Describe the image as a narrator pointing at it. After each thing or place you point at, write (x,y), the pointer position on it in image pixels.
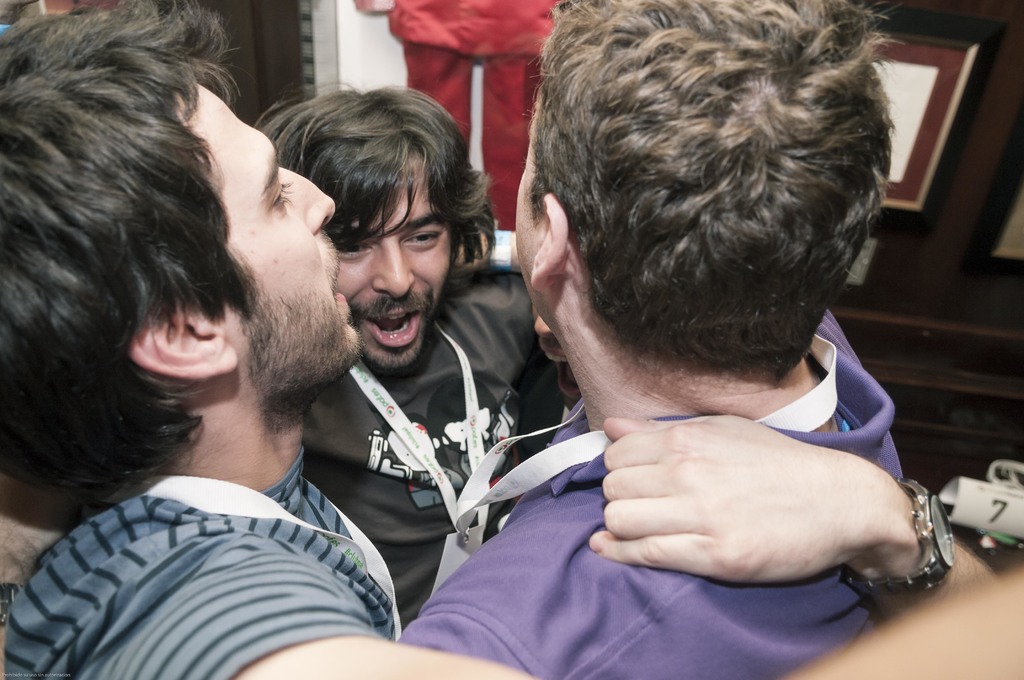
In this picture, we see three men (339,420) are standing and they are wearing the ID cards (235,498). The man (324,429) in the black T-shirt (382,422) is trying to talk something. Behind him, we see the clothes (435,21) in red color. Beside that, we see a brown wall (936,268) on which the photo frames (954,147) are placed. In the background (933,458), we see a wall (933,458). In the right bottom (951,481), we see a paper (964,498) in white color with a number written as "7".
